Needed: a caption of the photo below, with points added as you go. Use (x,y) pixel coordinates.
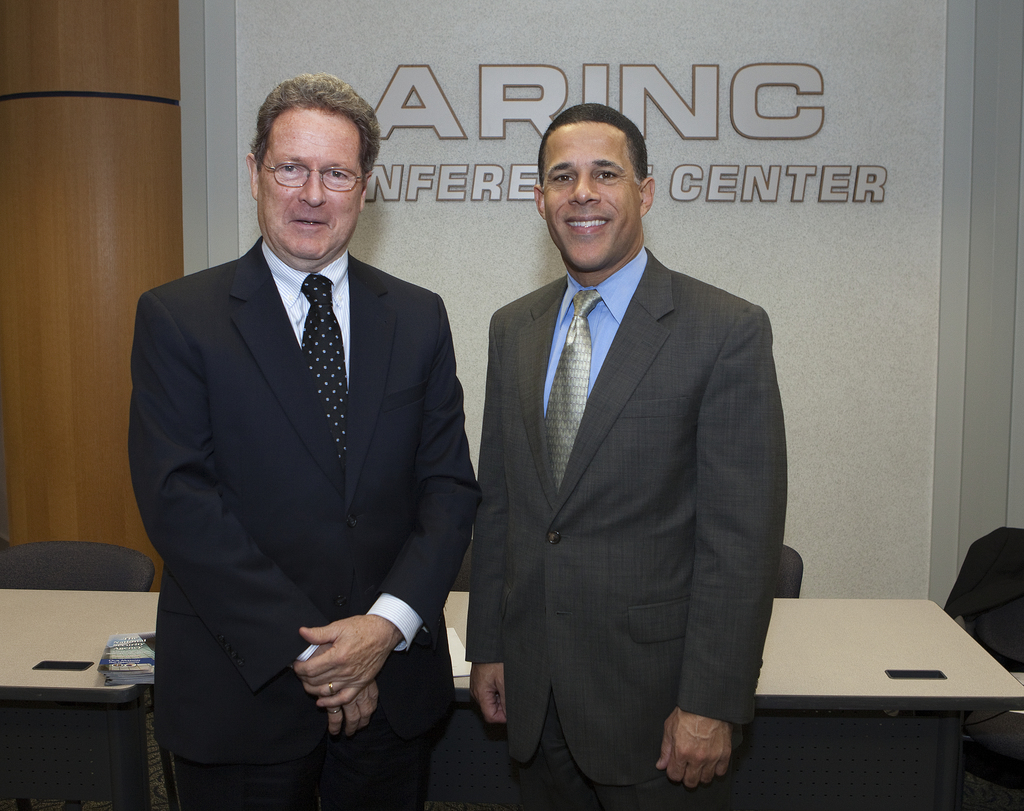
In the picture we can see men (398,437), tables (884,669) and chairs (61,562). Among them one person (267,390) wore spectacles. In the background (703,104) we can see a board (700,185) with something written on it.
